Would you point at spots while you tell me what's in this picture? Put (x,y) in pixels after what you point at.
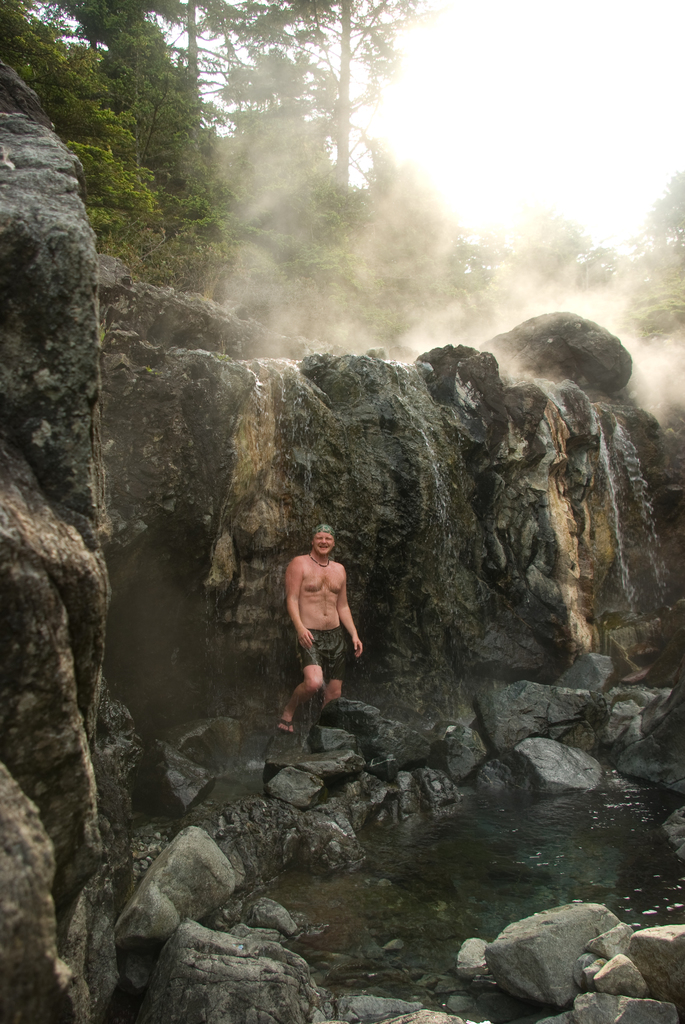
In this image I can see number of stones (238,613) and in the center of the image (328,628) I can see a man (309,641) is standing. I can see he is wearing a shorts (332,674) and a slipper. On the top side of the image (96,4) I can see the smoke (373,262), number of trees (335,263) and the sky (425,154). On the bottom right side of the image (665,799) I can see water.
